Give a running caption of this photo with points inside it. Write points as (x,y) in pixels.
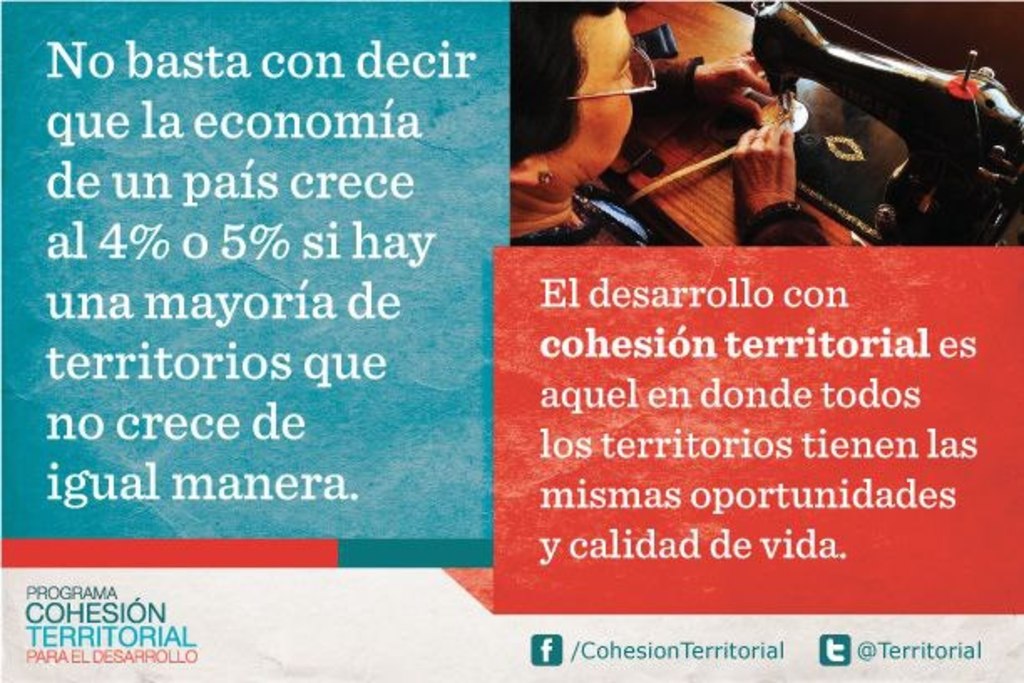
In this image we can see an advertisement (494,364). In the advertisement (591,182) there are the pictures (601,71) of sewing machine (813,102) and a woman (617,83).
